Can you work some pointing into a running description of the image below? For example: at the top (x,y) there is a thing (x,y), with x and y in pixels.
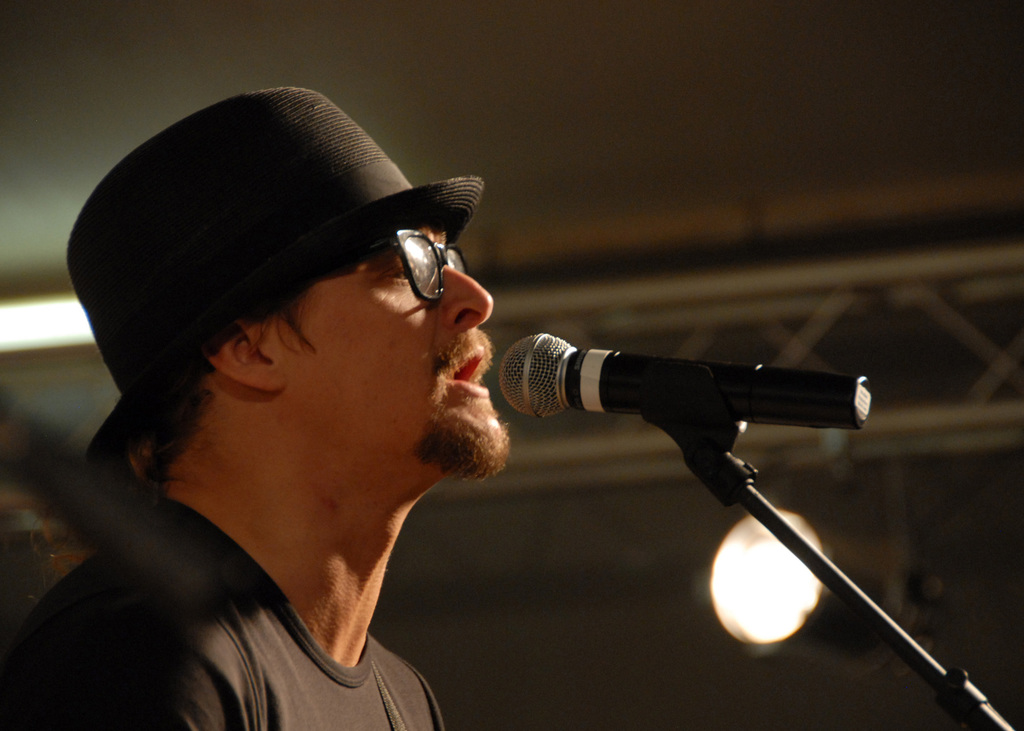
In this image I can see a person (152,622) wearing a black color shirt (155,618) and wearing a black color cap (287,155) on his head (450,303) and wearing a spectacles (428,284) and in front of him there is a mike (638,373).
